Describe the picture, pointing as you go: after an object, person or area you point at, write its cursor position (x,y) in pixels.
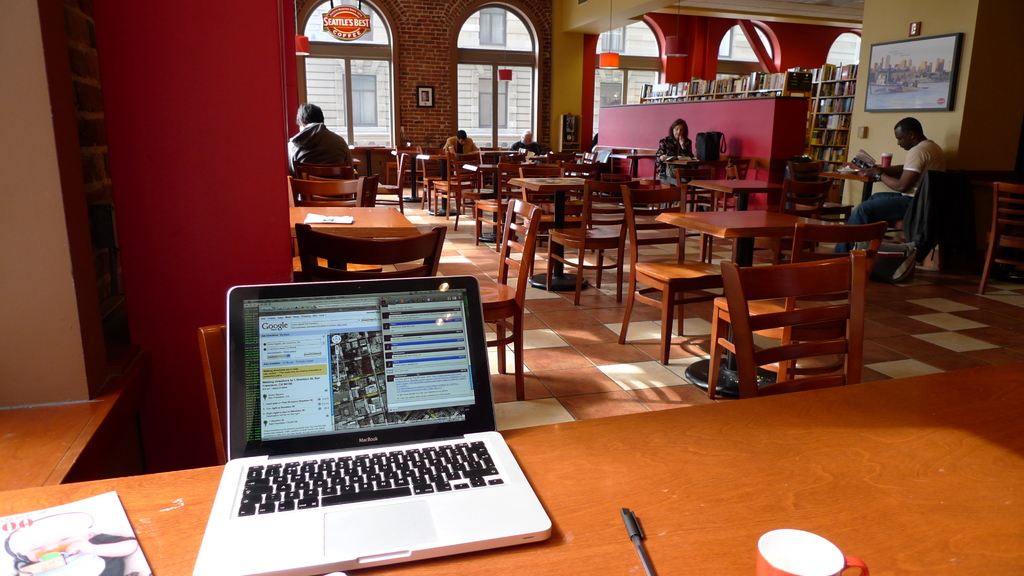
As we can see in the image there are windows (392,52), wall (576,64), tables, chairs (652,241) and few people (338,159) sitting here and there. In the front (804,518) there is a table (846,451). On table (825,481) is a book (74,529), laptop (435,460), pen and cup (790,543).
